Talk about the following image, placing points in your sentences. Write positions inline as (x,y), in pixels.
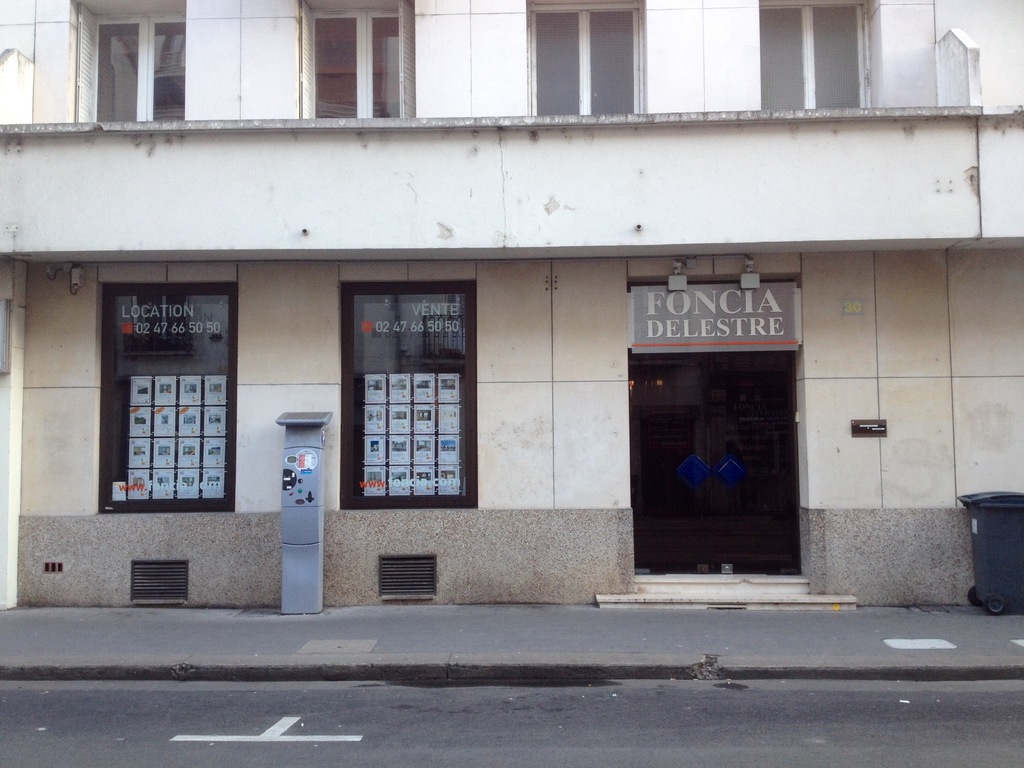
In this image, we can see a building (825,397). There is a machine (300,570) in front of the building (305,281). There is a door (682,434) and windows (342,427) in the middle of the image (460,380). There is a trash bin (989,529) on the footpath (958,650). There is a road (493,745) at the bottom of the image (459,745).
